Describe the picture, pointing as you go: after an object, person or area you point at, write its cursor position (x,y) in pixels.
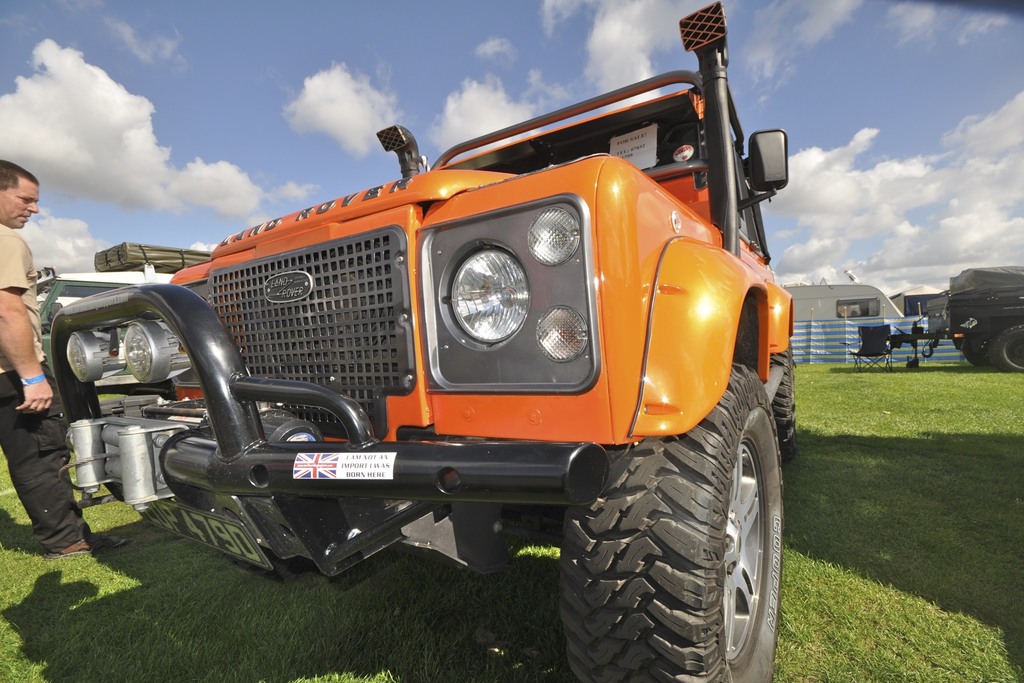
In this image there is the sky (232,78), there are clouds (109,97) in the sky (233,39), towards the right of the image (997,341) there is a vehicle (957,292) truncated, there is a chair (882,343) on the ground (875,564), there is grass (870,500), there are vehicles (646,369), towards the left of the image (52,430) there is a person (20,462) truncated.
